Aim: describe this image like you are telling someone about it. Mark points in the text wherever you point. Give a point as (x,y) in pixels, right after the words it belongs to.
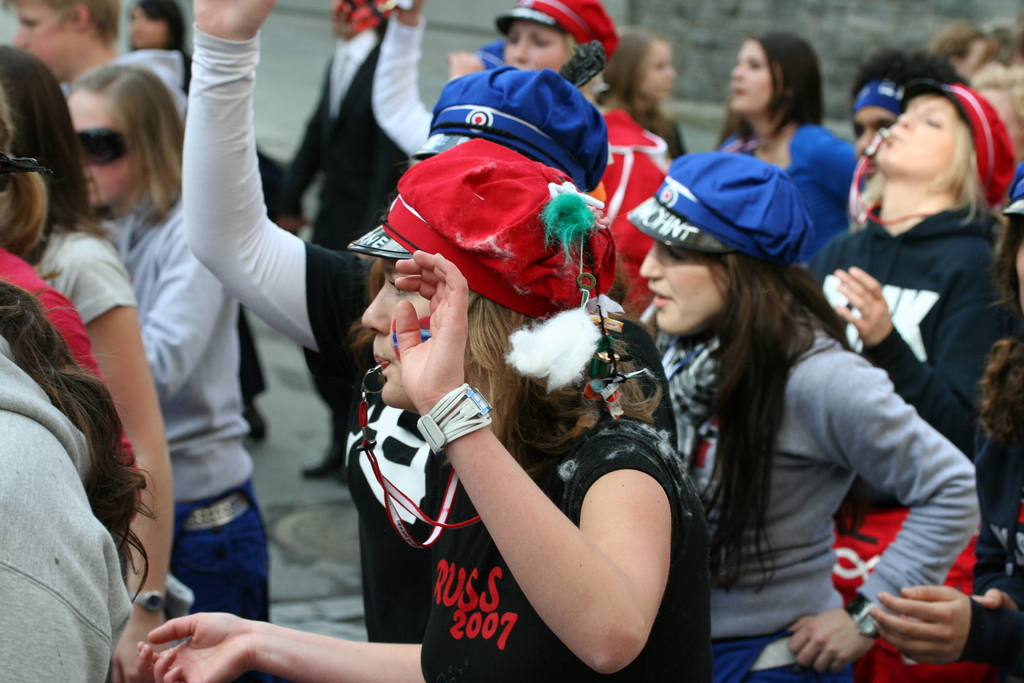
Here in this picture we can see a group of people (463,139) standing on the ground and we can see some people (547,345) are wearing caps (483,237) and blowing whistles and some of them are wearing goggles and cheering over there and behind them we can see a wall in blurry manner.
